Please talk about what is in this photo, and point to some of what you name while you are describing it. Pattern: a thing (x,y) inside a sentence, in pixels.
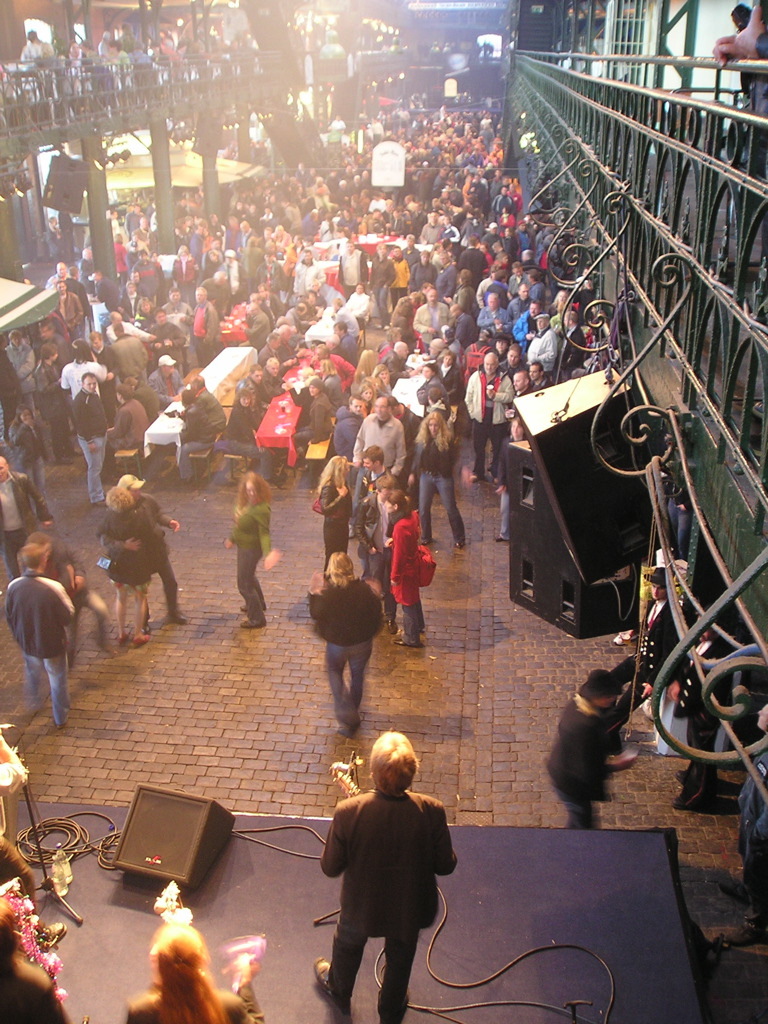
In front of the image there are people (371,860) standing on the stage (239,916) and there are some objects (261,950) on the stage (278,933). In front of the stage (282,915) there are a few people (76,314) standing and there are a few people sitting on the benches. In front of them there are tables (331,323). On top of it there are some objects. There are pillars (11,249), railings (744,459) and there are a few other objects (22,165). On both right and left side of the image (39,50) there are people (755,24) standing on the building (2,46).
